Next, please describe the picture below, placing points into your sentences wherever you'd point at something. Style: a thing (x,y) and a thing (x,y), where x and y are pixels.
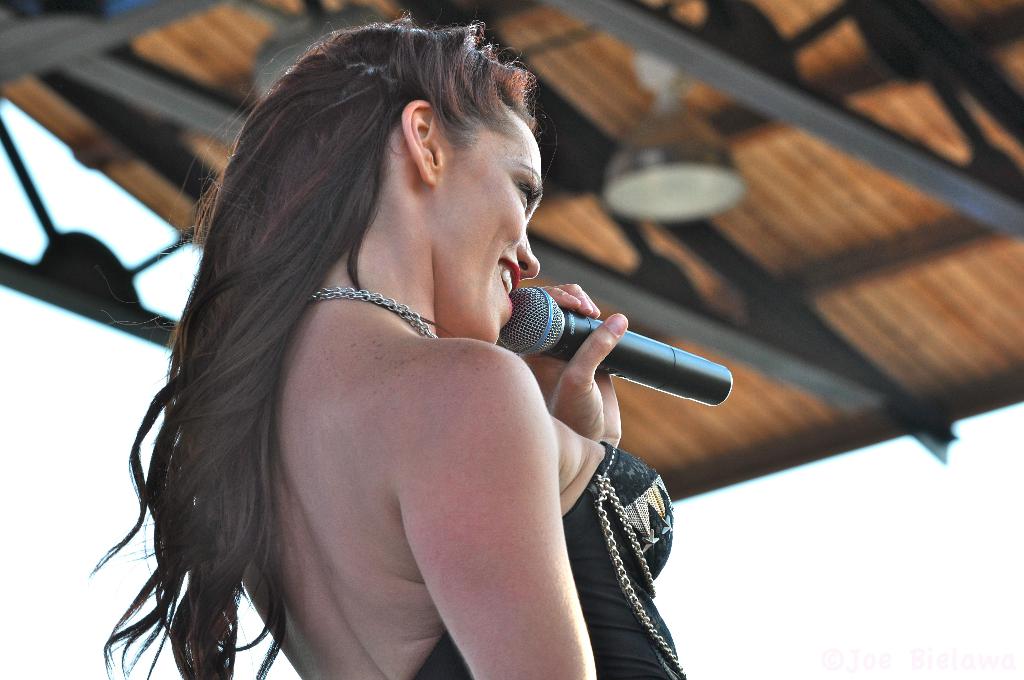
As we can see in the image there is a women (410,297) standing and holding mike (651,362) in her hand (587,361) and she is singing.
